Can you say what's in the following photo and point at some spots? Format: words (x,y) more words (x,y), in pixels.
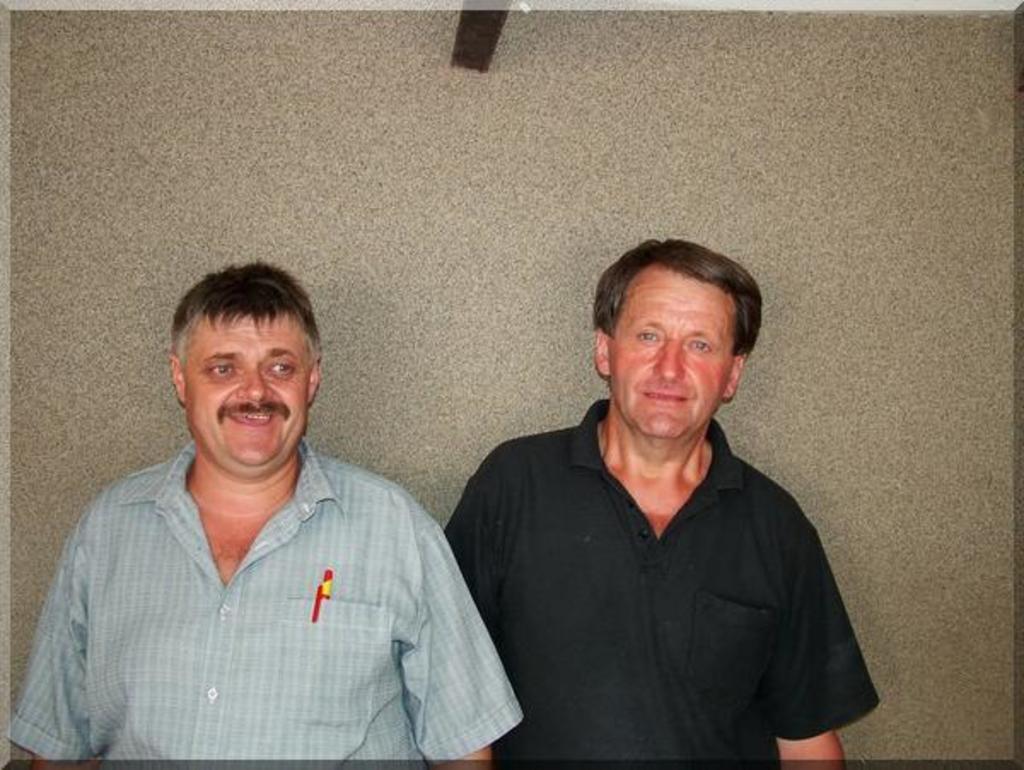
In this picture we can see two men (346,572), they both are smiling, and the right side man (740,602) wore a black color T-shirt (713,610).
